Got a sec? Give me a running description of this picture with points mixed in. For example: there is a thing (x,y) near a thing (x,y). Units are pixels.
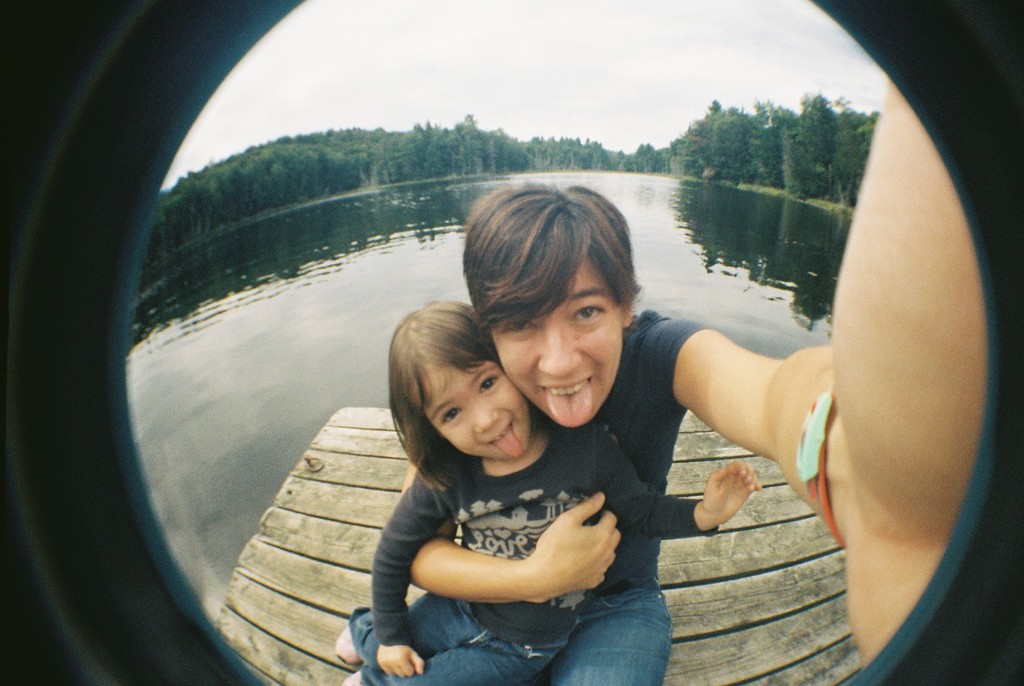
In this picture we can see a woman (535,382) and a girl (468,494), in the background (315,426) we can find water (622,196) and trees (514,161), they are seated on the wooden plank (692,554).
